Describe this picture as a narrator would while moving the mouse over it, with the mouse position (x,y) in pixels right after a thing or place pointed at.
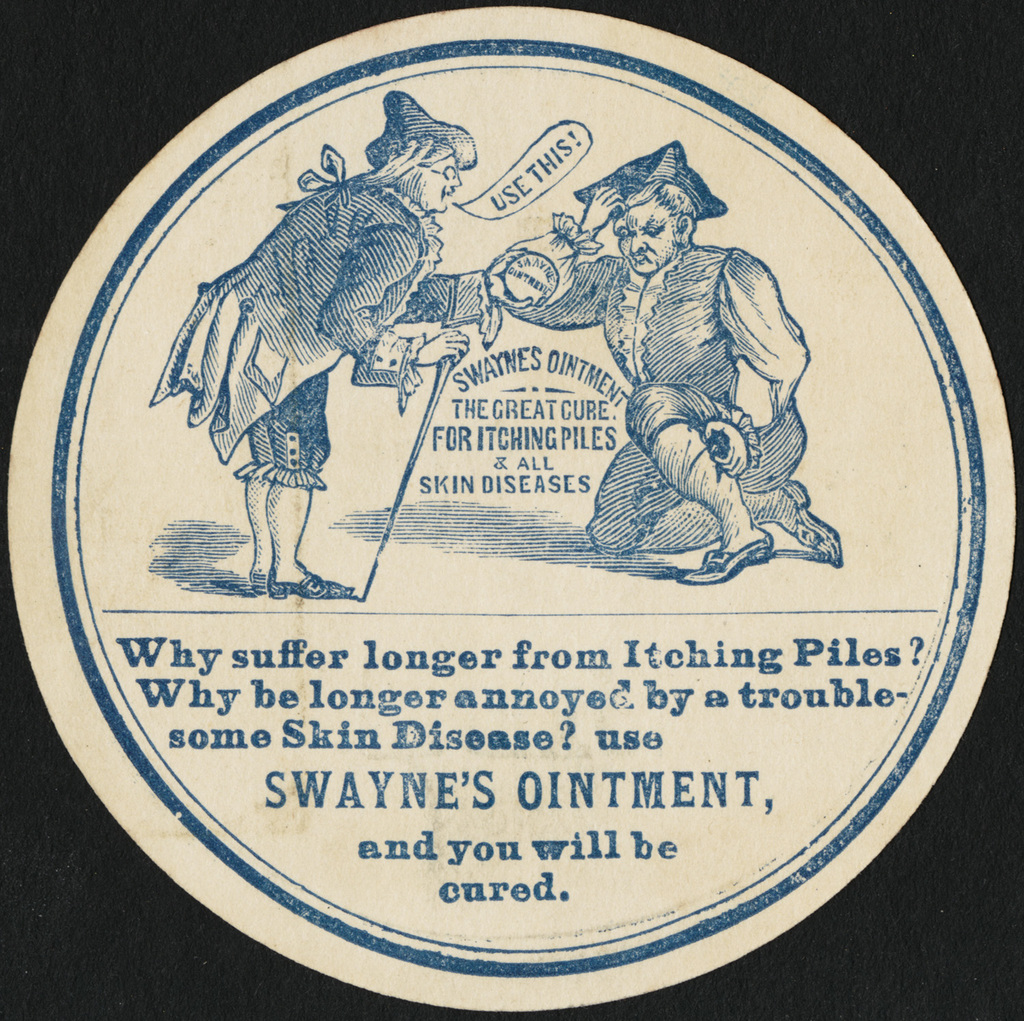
In the center of the image (384,547) there is an advertisement (409,507) on the round shape paper (402,617), in which we can see two persons (640,375) and some text (460,414). And we can see the dark background.
